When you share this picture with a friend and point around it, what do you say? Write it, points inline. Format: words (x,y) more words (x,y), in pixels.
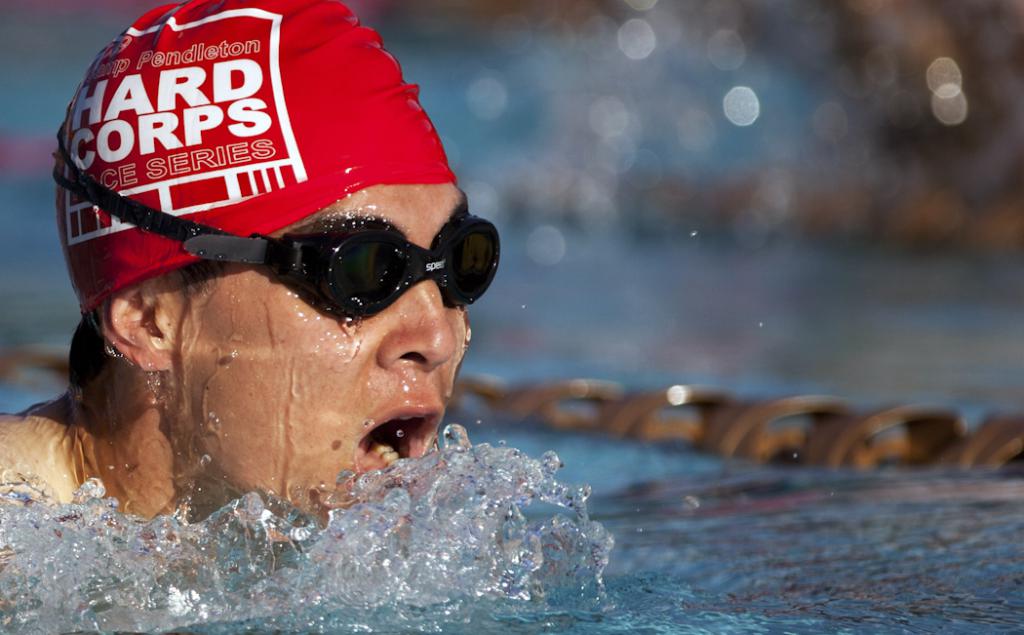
In this picture we can see a person (451,302) in the water (552,471), and the person (287,269) wore spectacles (352,242).
